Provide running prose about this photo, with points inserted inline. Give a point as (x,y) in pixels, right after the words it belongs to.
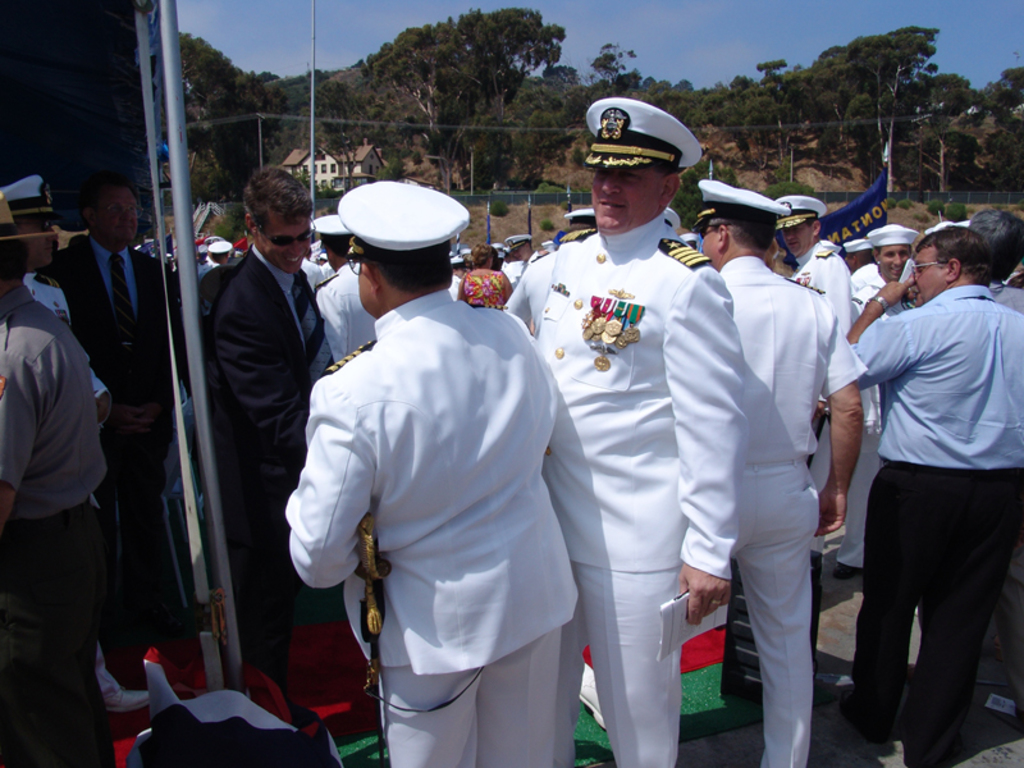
In this image I can see group of people (546,551) standing. In front (487,632) the person (475,434) is wearing white color dress (485,616). In the background (468,96) I can see few houses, trees (437,68) in green color and the sky (697,34) is in blue color.
